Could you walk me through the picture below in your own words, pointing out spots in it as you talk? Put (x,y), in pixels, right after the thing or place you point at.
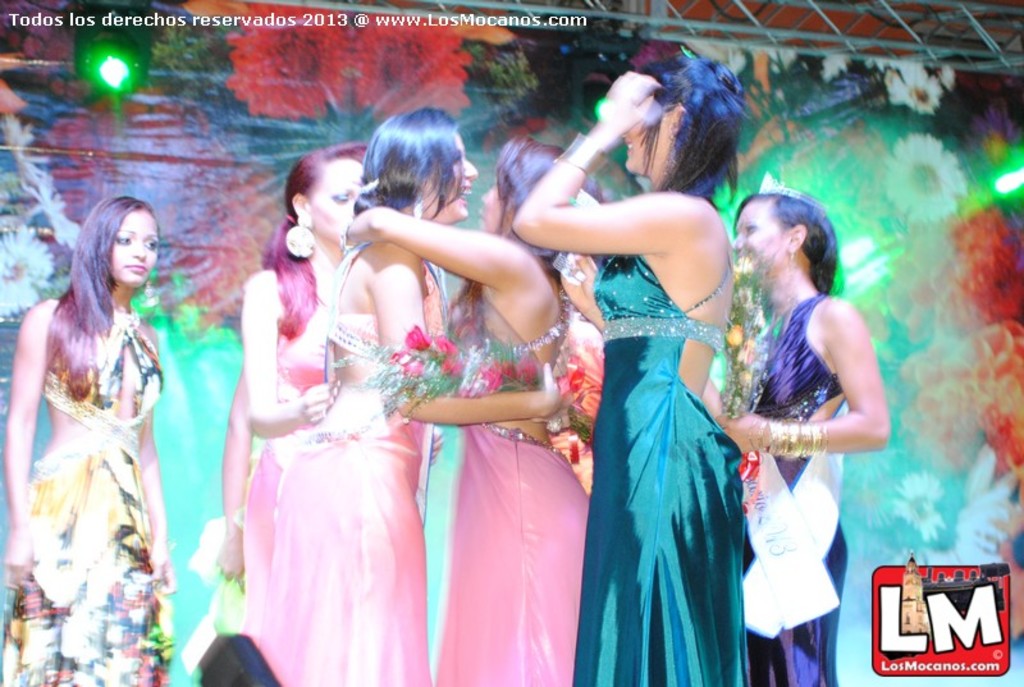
In this image we can see few ladies (405,468). One lady (420,413) is holding a flower bouquet (461,377). In the back (113,77) we can see light (101,85). Also there are watermarks (901,642) in the image. At the top (826,20) we can see stand (829,38) with rods (733,39).
